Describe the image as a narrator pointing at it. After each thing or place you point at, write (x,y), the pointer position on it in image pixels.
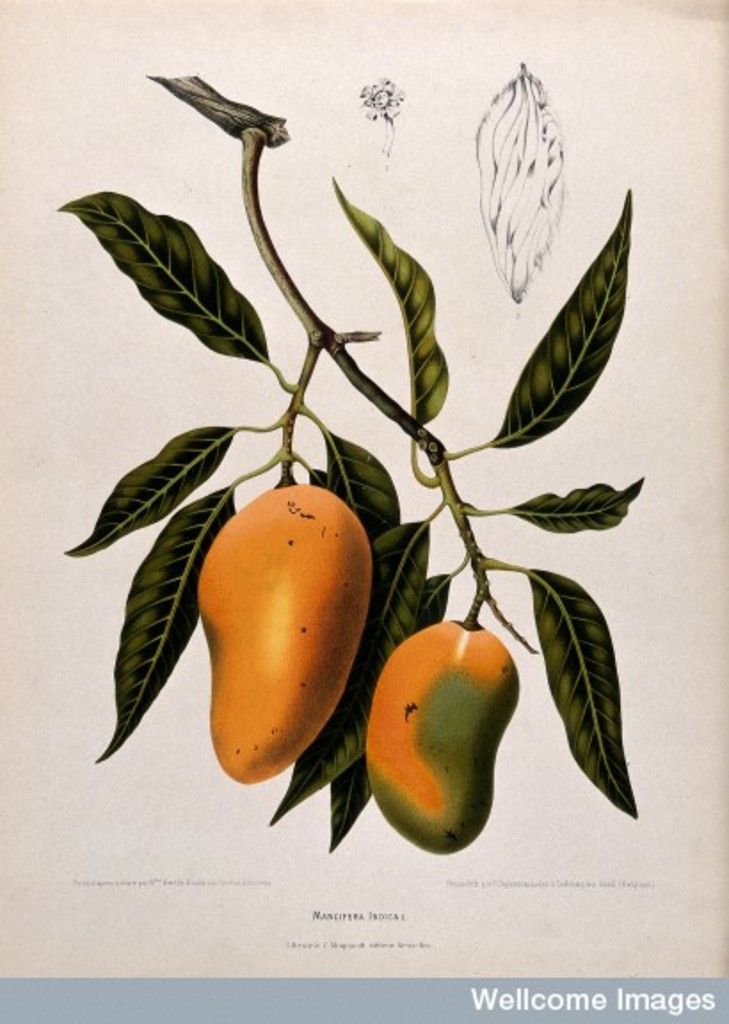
In this image I can see a animated picture of a mango tree (331,496) and a text (513,882).
